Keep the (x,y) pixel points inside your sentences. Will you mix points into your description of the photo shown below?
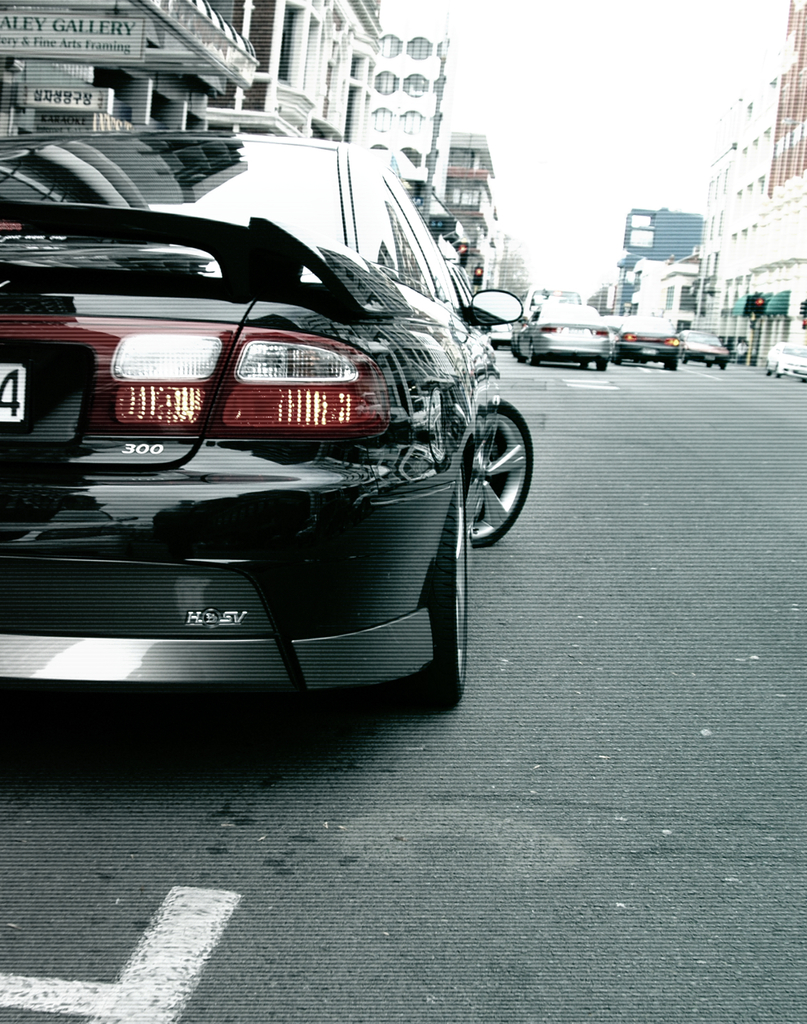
There is a black color vehicle (273,200) on the road (459,827). On both sides of this road (537,908), there are buildings (239,91). In the background (551,190), there is sky (525,177).
